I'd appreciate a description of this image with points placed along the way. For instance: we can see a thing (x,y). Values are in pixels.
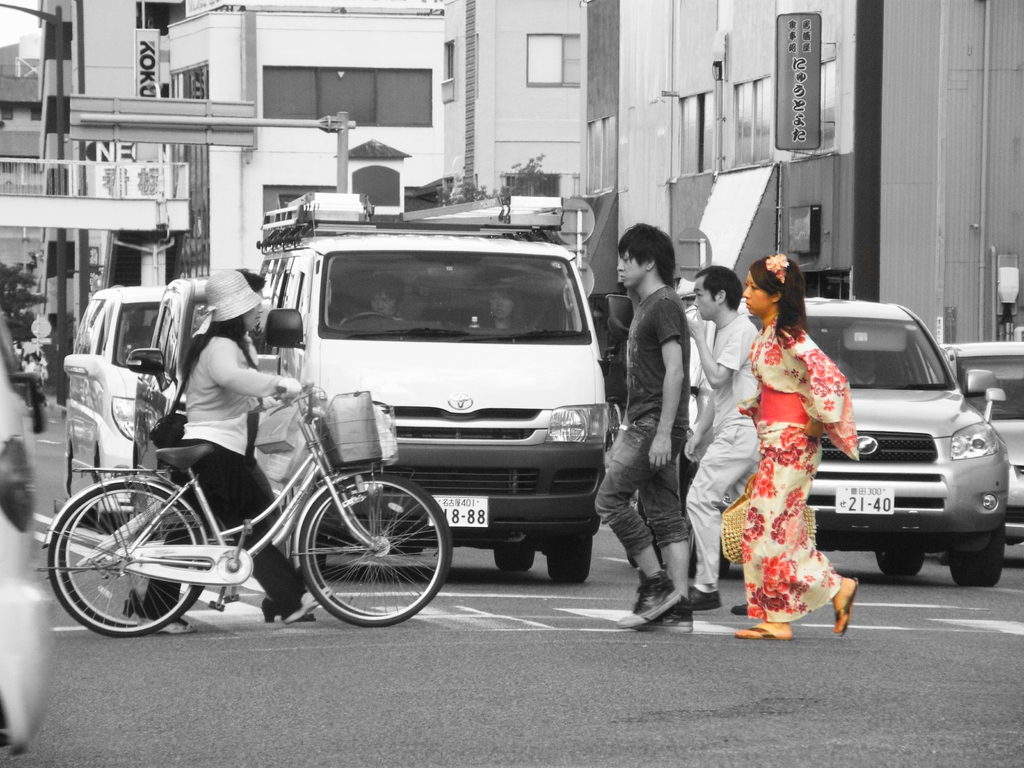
In this Image I see few people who are on the path (777,723) and there are vehicles (4,646). In the background (989,151) I see the buildings (954,208).
